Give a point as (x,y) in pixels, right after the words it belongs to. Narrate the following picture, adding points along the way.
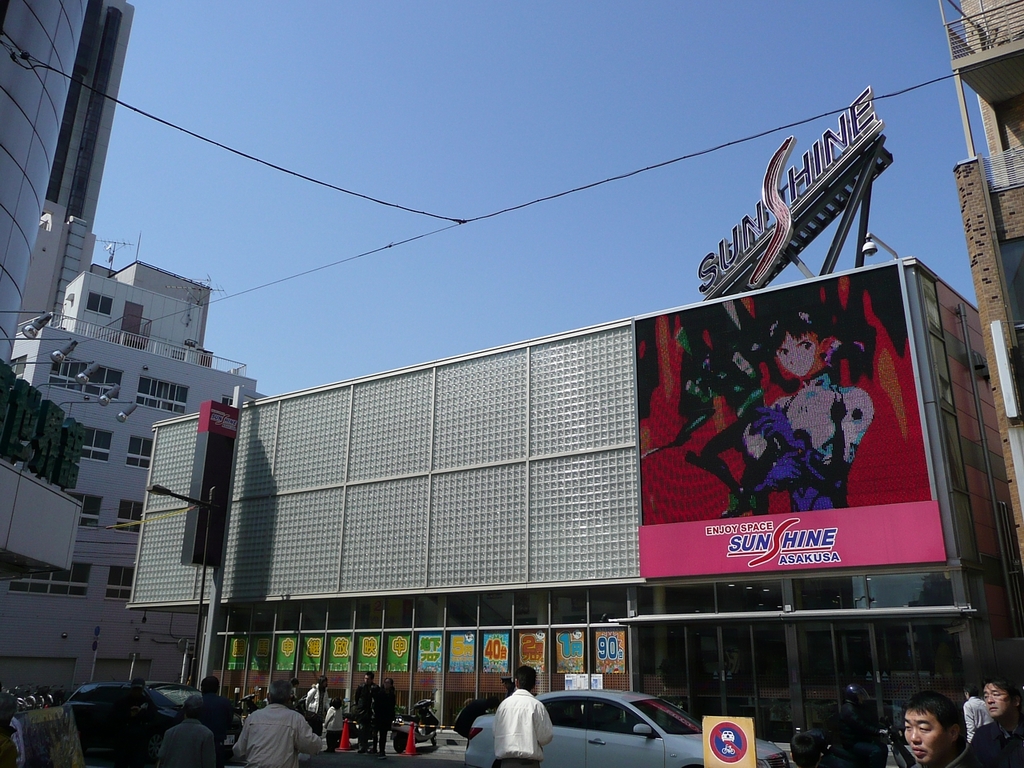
In this image I can see few people (333,700) and few vehicles (643,713) on the road (452,732). Background (504,532) I can see buildings (516,528), windows (111,376), lights (99,402) and a signboards (724,736). We can see a banner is attached to the building (563,344). The sky (479,156) is in blue color.
